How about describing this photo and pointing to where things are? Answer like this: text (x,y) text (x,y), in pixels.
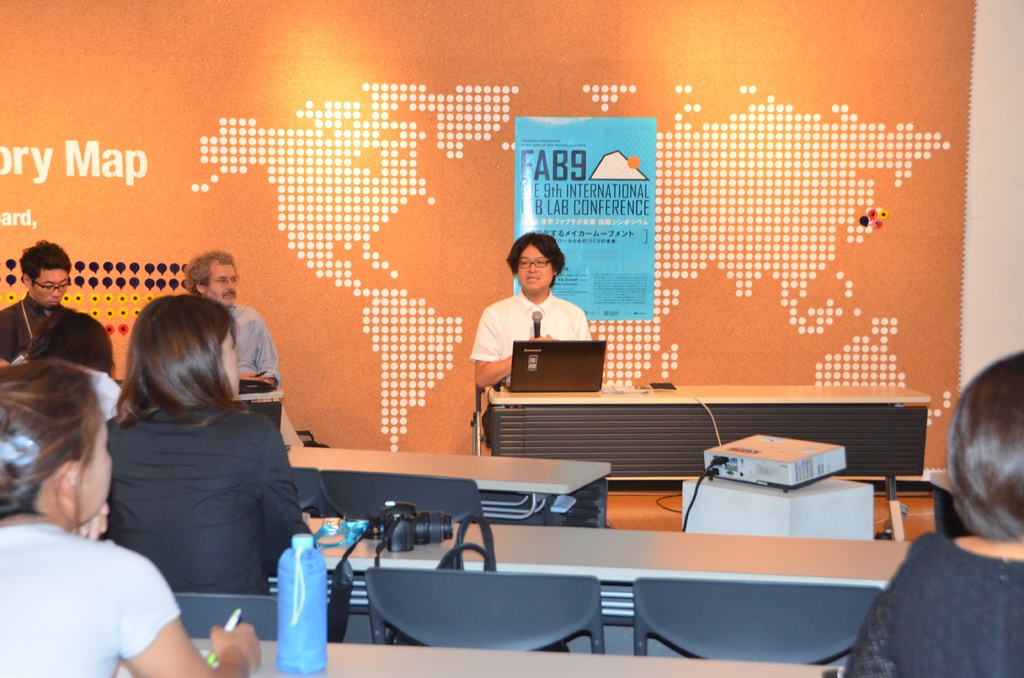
In this image I can see few people (973,640) are sitting on chairs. Here I can see a person (526,334) is holding a mic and also I can see a laptop (583,386) on this table (551,417).
